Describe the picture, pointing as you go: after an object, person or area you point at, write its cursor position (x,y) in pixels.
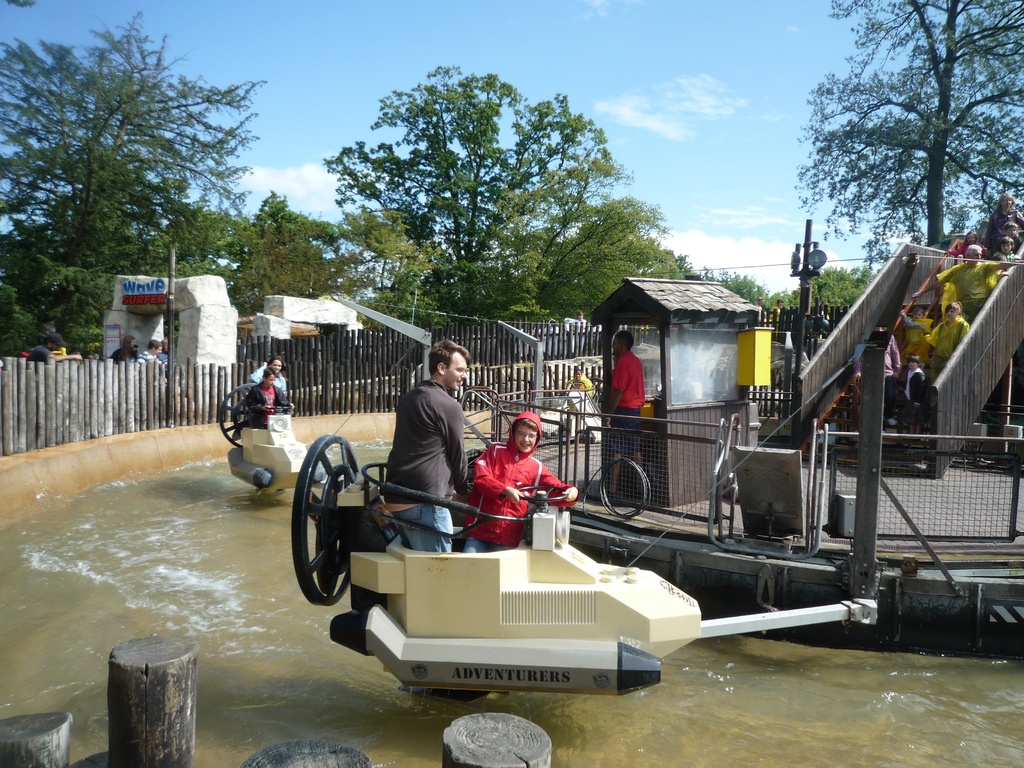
This image is representing wave park (216,362), which we can see on the left side (165,279). In the image in the center (530,488) we can see water rides (516,609), fences (977,503), control room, staircase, pole (866,527) and few people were standing. On the water ride (338,440), we can see few people (433,469) were sitting. On the bottom left of the image (190,707) we can see woods (123,729). In the background (219,194) we can see the sky (228,60), clouds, trees (70,289), fence (240,342), arch (200,346) and few people (59,342) were standing.
